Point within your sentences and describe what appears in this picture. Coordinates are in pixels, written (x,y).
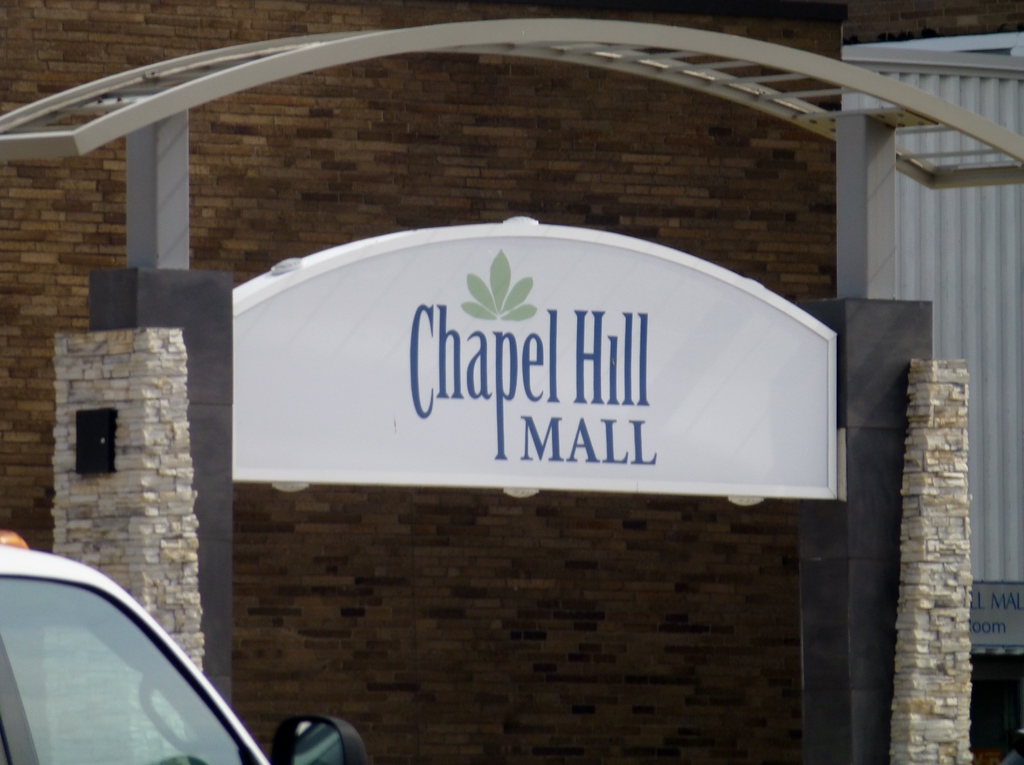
In this picture, there is an arch (182,442) with a board (562,336). On the board (562,336), there is some text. At the bottom left (97,690), there is a vehicle (146,681). In the background (419,203), there is a wall (382,578) with bricks (291,202).
